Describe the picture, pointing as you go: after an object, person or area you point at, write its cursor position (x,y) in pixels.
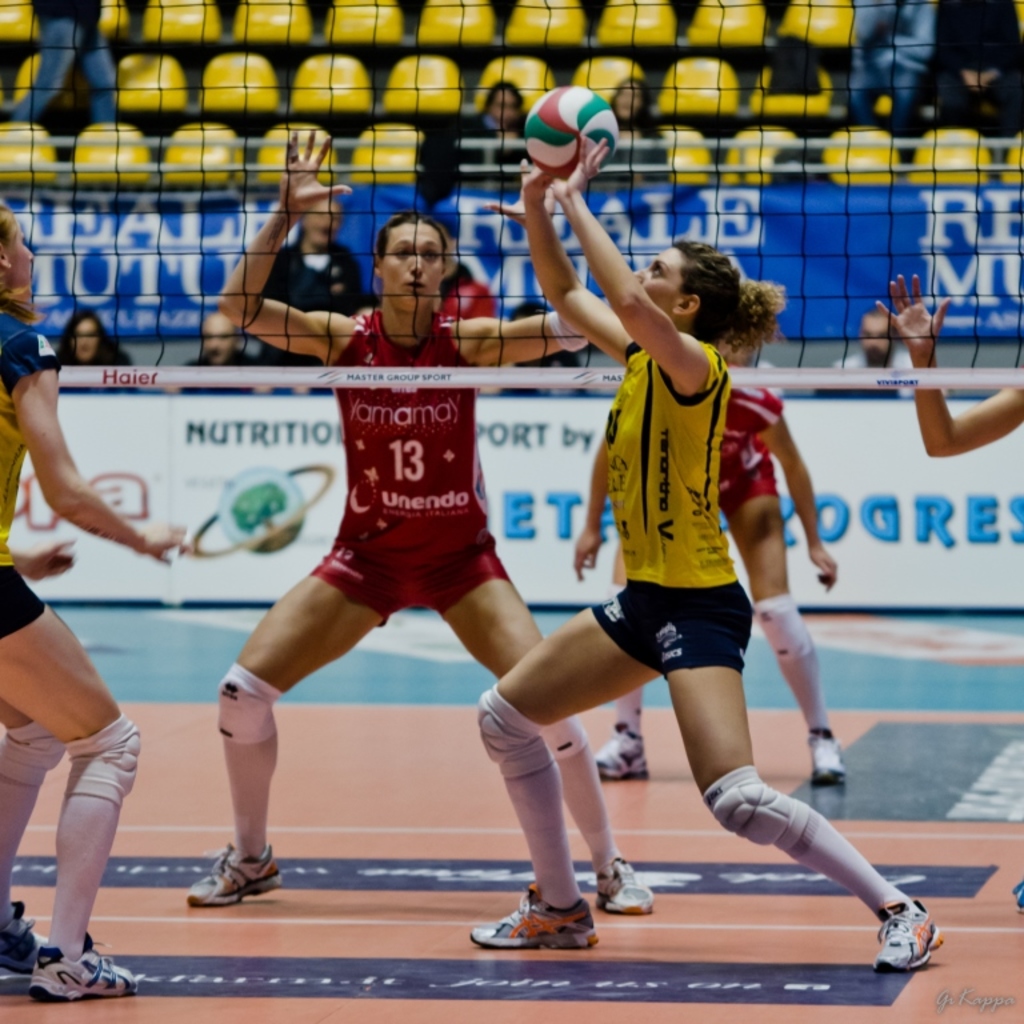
In this image, there are a few people (520,759). Among them, we can see a person (520,787) holding a ball (563,102). We can see the ground (776,772). We can see the net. There are a few boards (840,440) with text (975,222). We can see some chairs (579,26) and the fence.
